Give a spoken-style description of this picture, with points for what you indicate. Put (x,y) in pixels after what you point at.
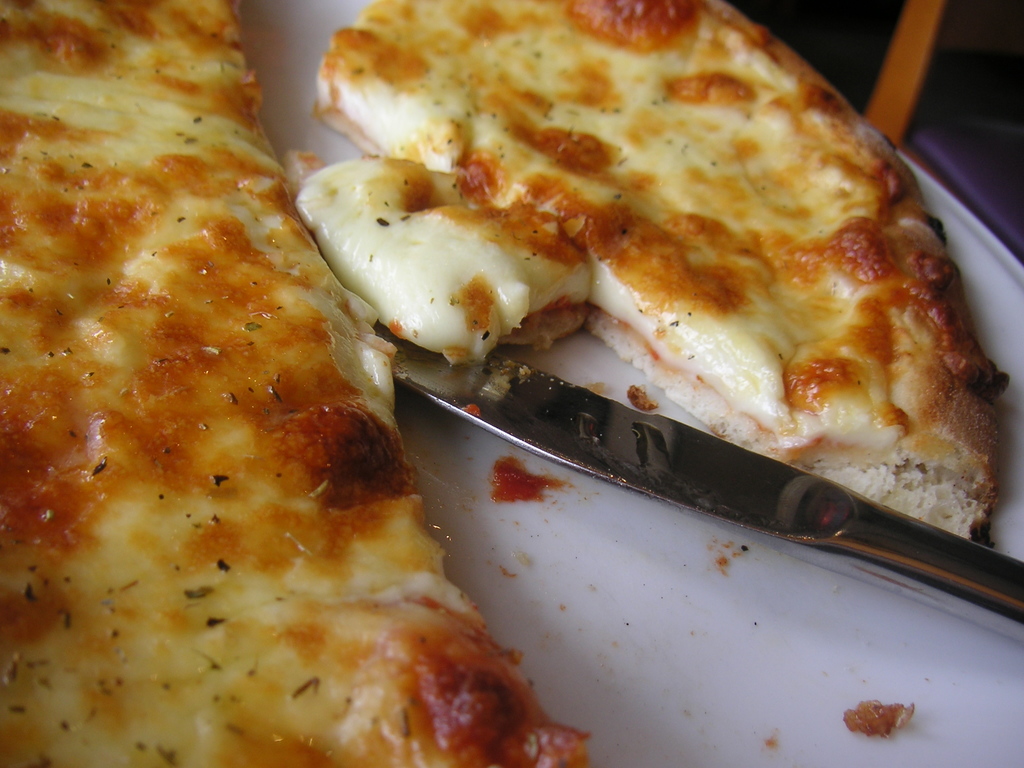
In the foreground of this image (413,267), there are pieces of pizza (597,243) and a knife (464,377) on a platter (738,688). On the top right corner (957,68), there are unclear objects (938,51).
